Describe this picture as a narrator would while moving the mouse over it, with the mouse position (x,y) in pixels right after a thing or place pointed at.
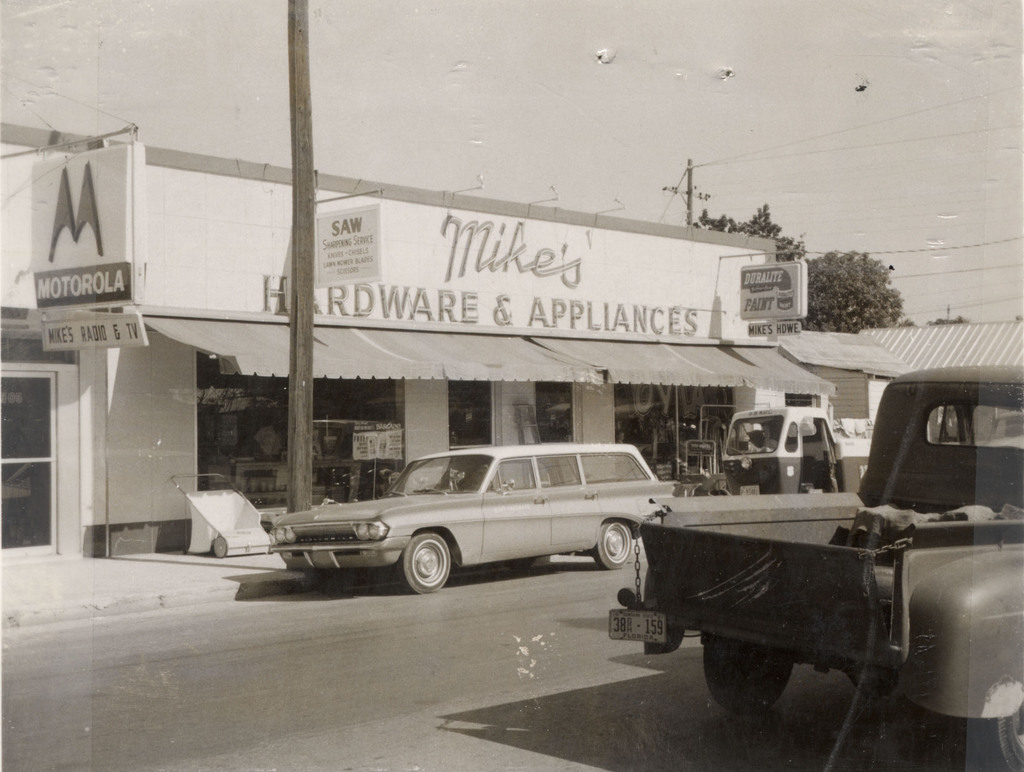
In this picture we can see vehicles (713,662) on the road (171,699), platform (35,578), sunshade (595,343), banners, trees (832,283) and in the background (268,136) we can see the sky (530,44).
